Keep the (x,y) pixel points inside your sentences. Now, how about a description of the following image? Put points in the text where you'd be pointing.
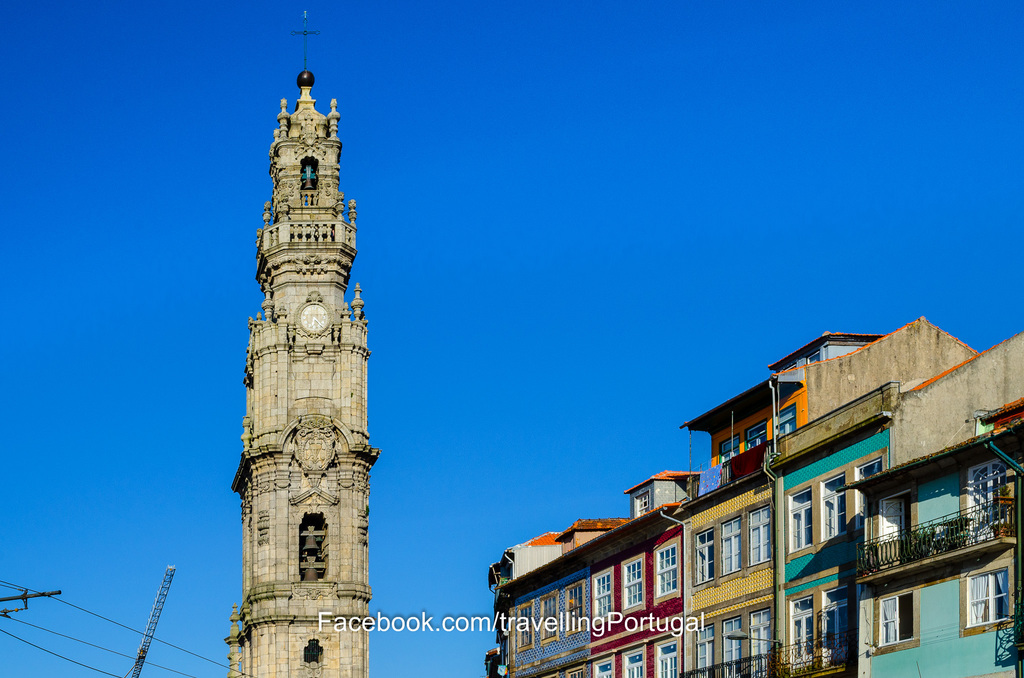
In this image we can see buildings (781,555), windows (636,568), railing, there is a tower (309,295), a cross symbol (310,32), also we can see the wires (85,642), and the sky (671,182).
